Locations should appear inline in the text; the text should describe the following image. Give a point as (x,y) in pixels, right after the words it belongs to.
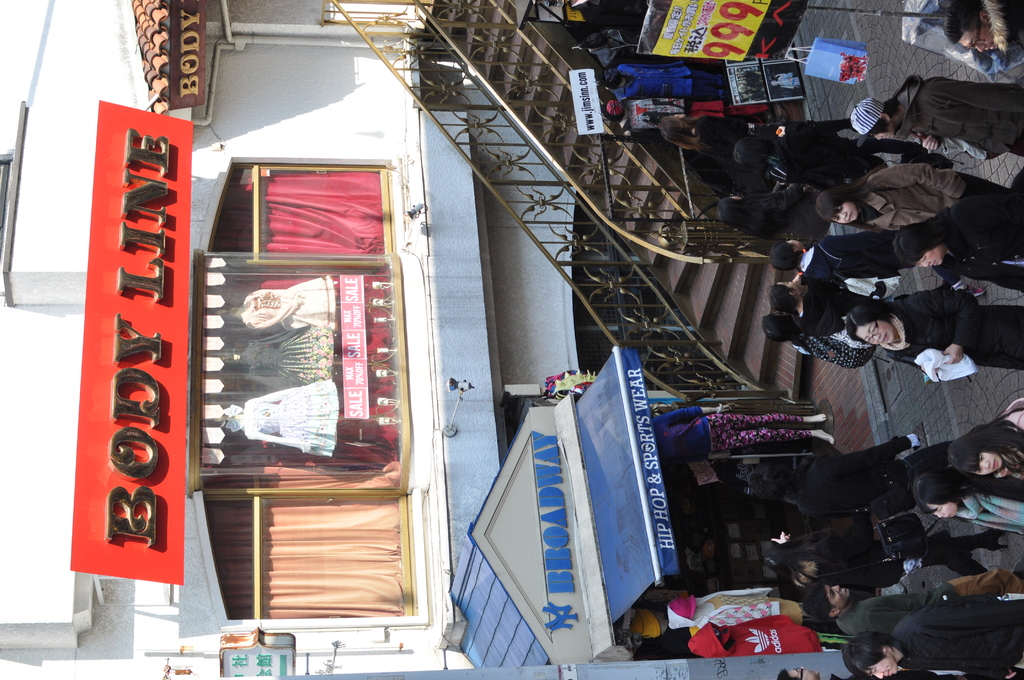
This picture is taken outside, there are group of people (1002,327) roaming on the pathway (890,67). Towards the right (963,365) there is a women (929,324) in black dress (921,324) and she is holding a white cloth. In the bottom (691,618) there is a store (697,616) with mannequins (650,613). Over here there are some more mannequins (692,76). Towards the left (140,303) there is a board (112,134) and some text (140,526) engraved on it. In the center (642,267) there is a staircase (472,58). In the top (697,26) there are boards (748,63) and some text (690,8) printed on it.
